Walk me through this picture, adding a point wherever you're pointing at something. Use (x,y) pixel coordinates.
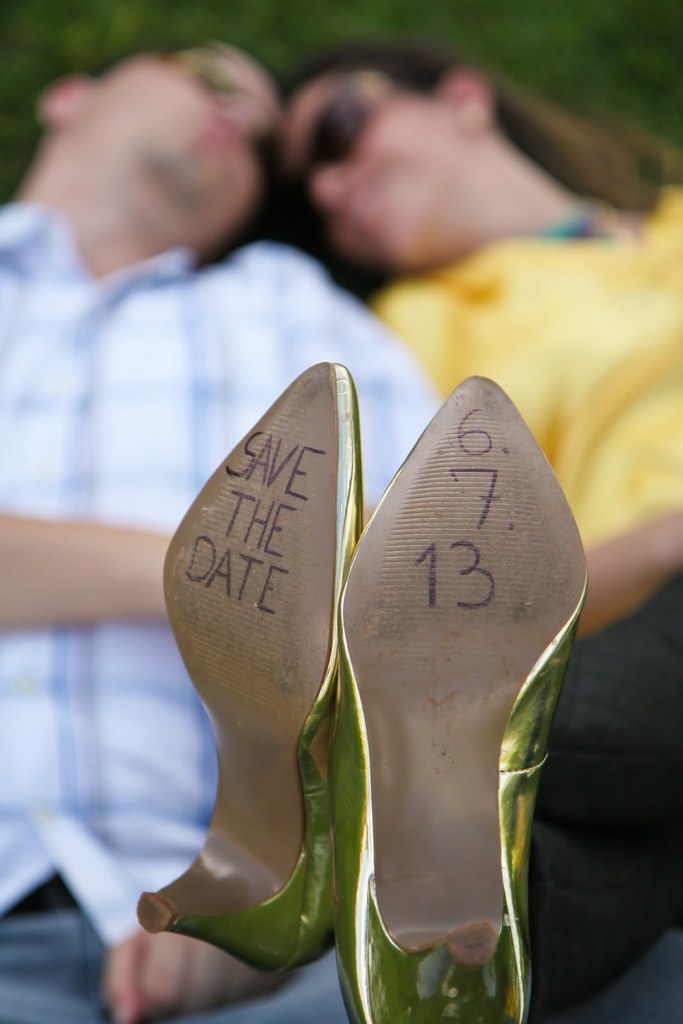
In the middle of the image (356,561) we can see shoes (331,563), in the background (325,185) we can find a man (255,306) and woman (383,179), we can see some text (289,500) on the shoes (337,569).
